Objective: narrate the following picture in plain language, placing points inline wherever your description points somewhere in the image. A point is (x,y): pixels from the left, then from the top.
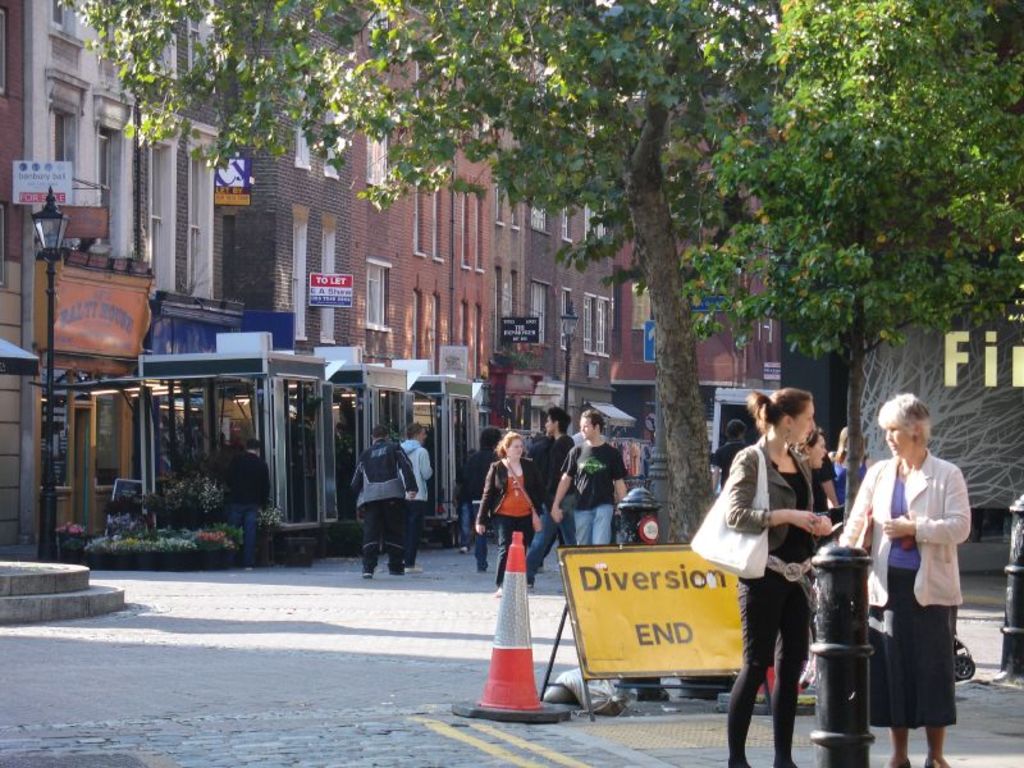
This is an outside view. On the right side (897,570), I can see two women (778,637) are standing and looking at each other. In front of these people (899,550) I can see a black color pole (849,670). At the back of them I can see a tree (685,457) and a board (612,619) which is placed on the road (612,752). In the background (485,466) few people (497,513) are walking on the road (269,604) and also I can see few buildings (378,297).
